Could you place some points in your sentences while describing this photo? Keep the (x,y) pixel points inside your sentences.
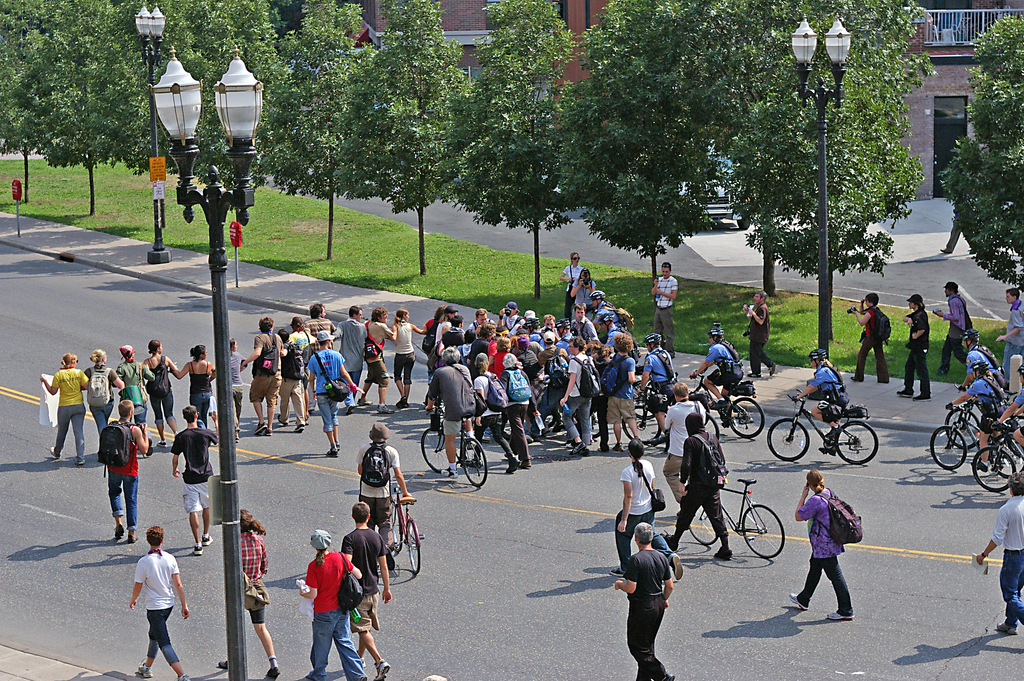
In the image we can see there people (577,384) standing on the road (552,631) and there are people (453,418) sitting on the bicycle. There are people (914,335) standing beside the bicycle (744,500) and There are trees (536,88). There is ground (365,261) covered with grass (453,276) and there are buildings (581,21).
